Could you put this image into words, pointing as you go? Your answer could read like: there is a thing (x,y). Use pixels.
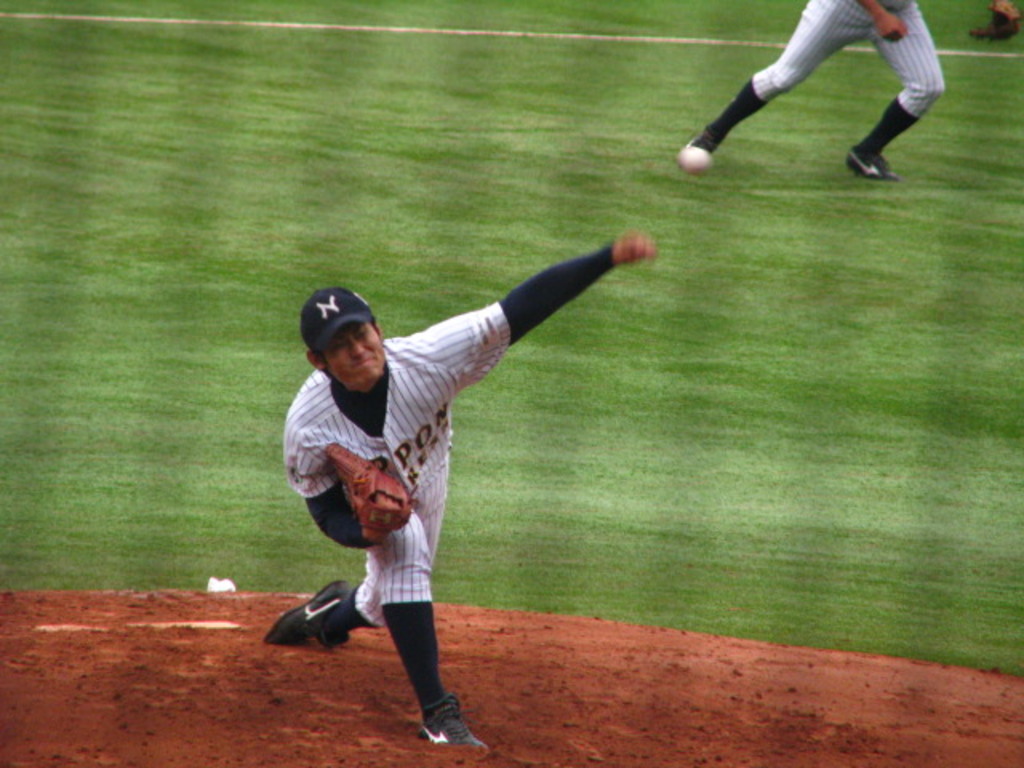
In this picture we can see two people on the ground (629,516) and in the background (645,436) we can see the grass (578,454).
